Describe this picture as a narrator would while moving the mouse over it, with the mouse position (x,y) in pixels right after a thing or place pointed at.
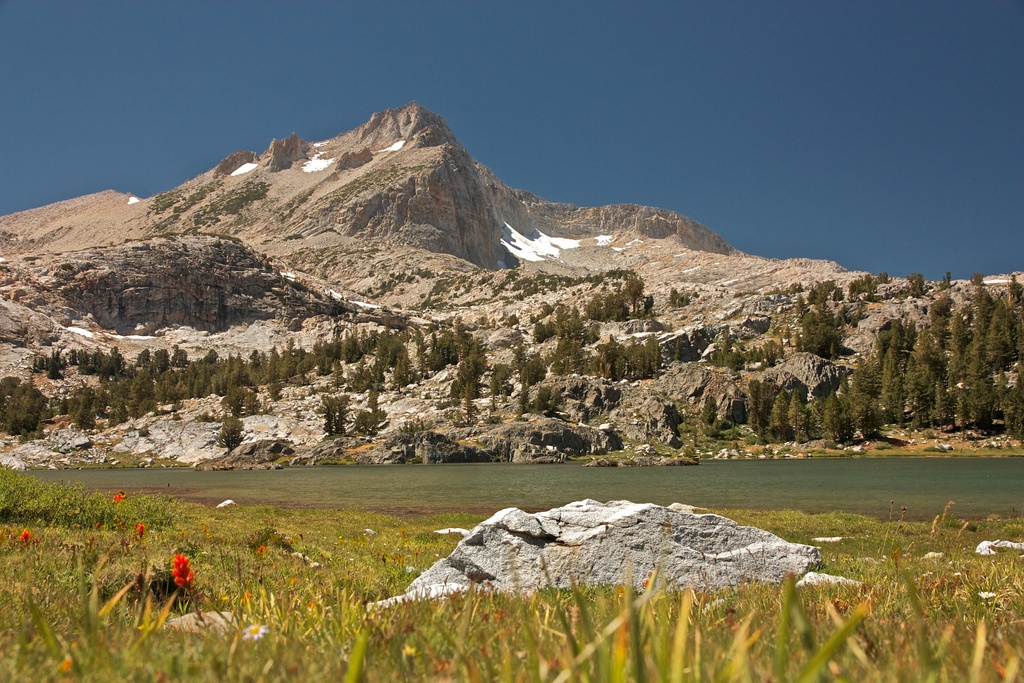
There are flowers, greenery (253,567) and stone (591,560) at the bottom side of the image (558,585), it seems to be there is water (498,490) in the center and there are trees (898,381), mountains (438,159) and sky (473,126) in the background area (465,105).
